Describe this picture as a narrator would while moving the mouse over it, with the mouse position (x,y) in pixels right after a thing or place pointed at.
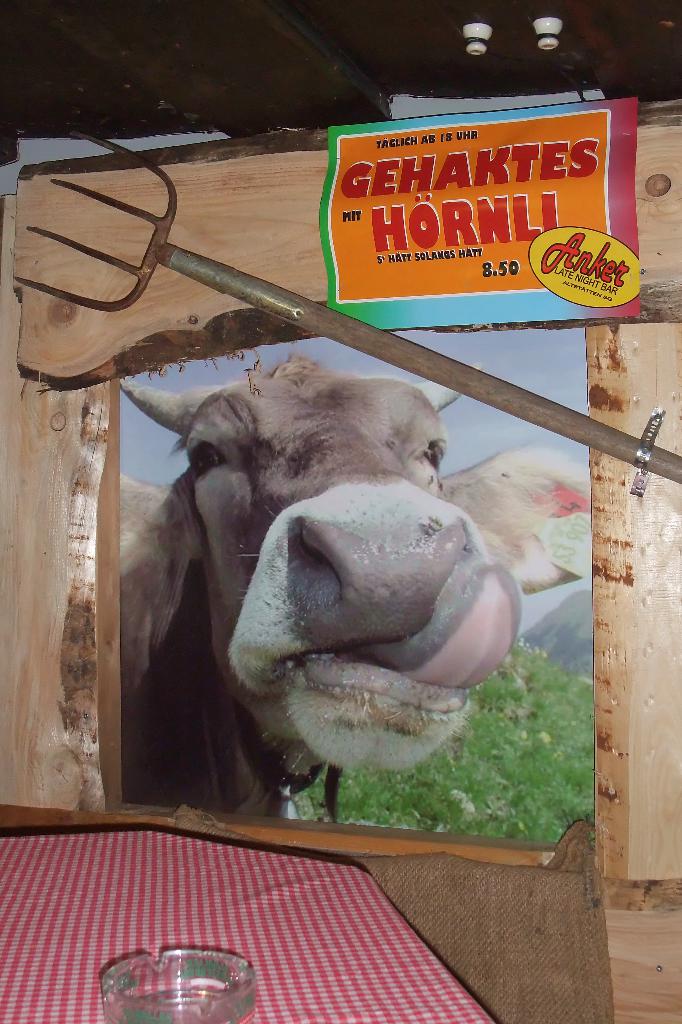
In the picture I can see the wooden block (675,362). On the wooden block (659,205) I can see the poster (468,713) and there is a cow (447,403) on the poster (310,696). I can see a tool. It is looking like a table (287,867) which is covered with a cloth (263,965) and there is a glass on the table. I can see the roof (349,122) at the top of the picture (334,122).
